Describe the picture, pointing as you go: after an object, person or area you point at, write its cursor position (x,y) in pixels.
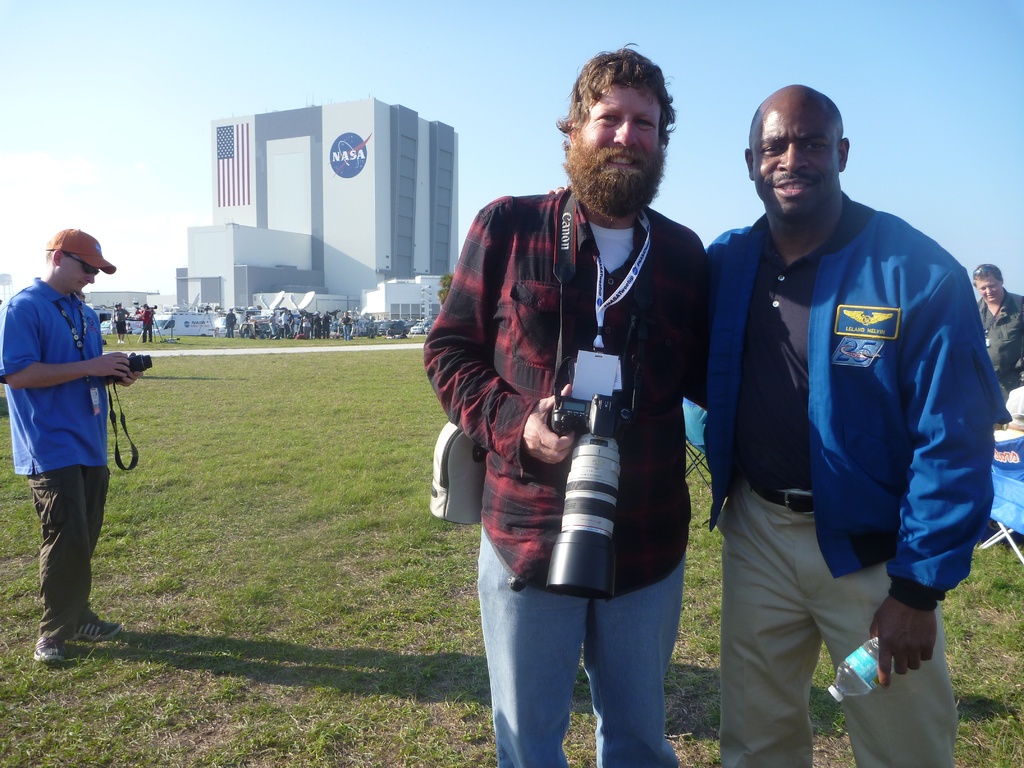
On the left (132,375) there is a man (112,364) standing on the ground (1019,673) by holding a camera (129,364) in his hands (124,376). On the right (911,631) there are two men (911,631) standing by holding a camera (578,444) and a bottle (869,644) in their hand (895,633) respectively. In the background (355,289) there are few people (325,315), buildings (389,279), windows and sky (642,15). On the right (1001,312) there is a man (1007,301) standing at the table (1004,431) and on the table (1018,441) we can see some items (1016,407).
